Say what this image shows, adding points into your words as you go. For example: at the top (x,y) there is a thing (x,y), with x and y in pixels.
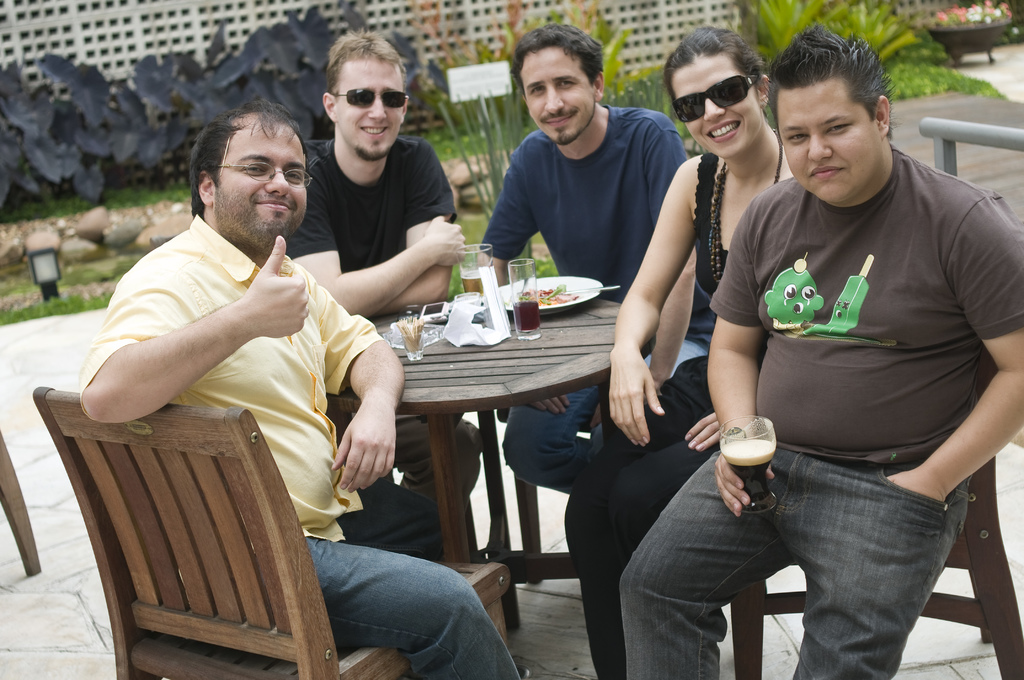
There are four men (820,391) and one women (743,174) sitting on the chairs (499,581) and smiling. This is a wooden table (549,331) with plate (557,280), glasses (538,325), mobile phone (440,307) and few other things (464,340) on it. At background (78,156) I can see small plants (280,61). These are the rocks (93,244). I think this is the light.
